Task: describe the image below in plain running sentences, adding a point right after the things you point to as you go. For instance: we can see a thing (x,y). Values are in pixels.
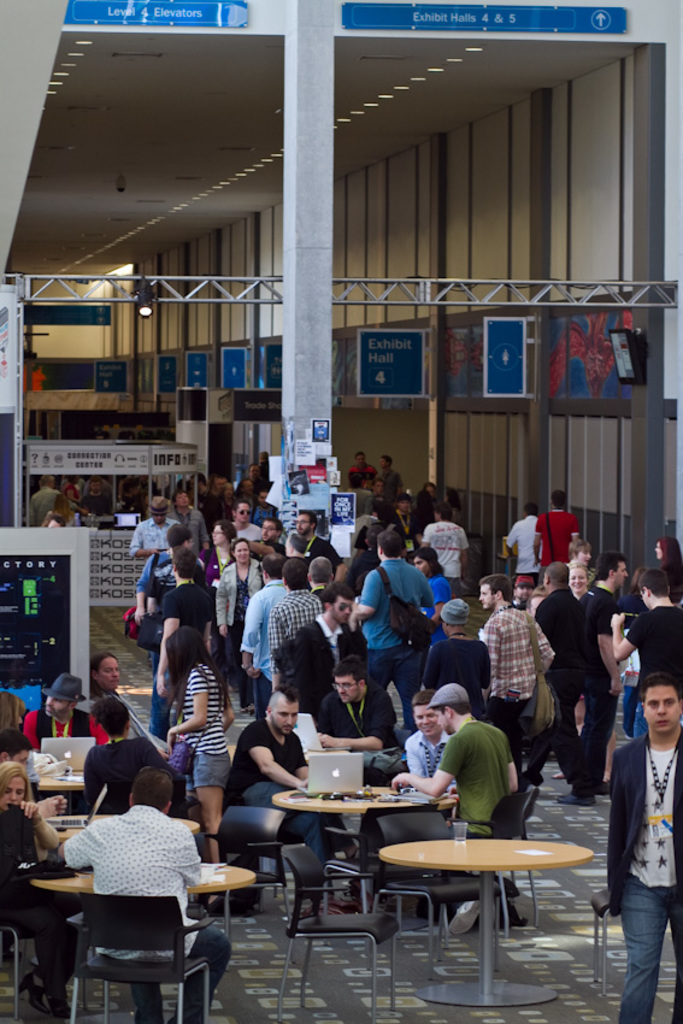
The picture is from inside a convention center (360,400) there are lot of people (342,589) waiting in the lobby (247,721) some of them are working some of them standing and doing different activities to the wall (469,399) in the right (500,389) that there are some boards (393,355) that are giving some direction above to the roof (193,48) there are some other boards (420,25) they are also showing the signs (520,18) and directions, in the background (118,299) there is an iron rod (253,301) to which the lights (145,315) are fixed to the roof (409,121) also there are few other lights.
